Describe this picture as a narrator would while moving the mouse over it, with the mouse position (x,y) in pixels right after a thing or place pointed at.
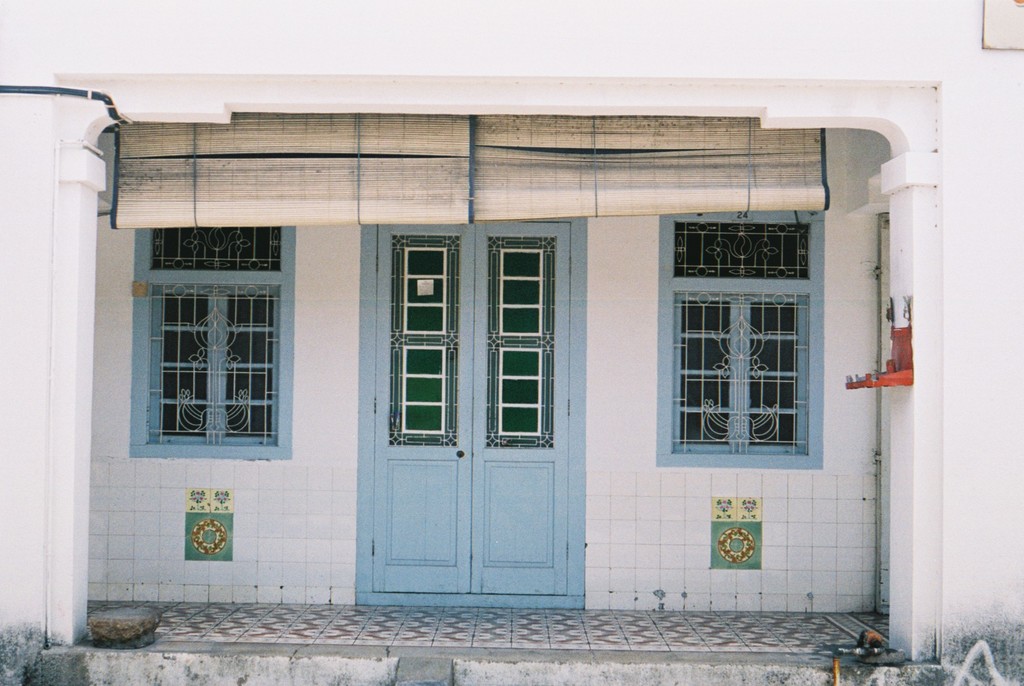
In this image, we can see doors (397,368), windows (193,357), a sheet (394,187) and there are some objects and a wall (167,529). At the bottom (510,626), there is a floor (533,626).
